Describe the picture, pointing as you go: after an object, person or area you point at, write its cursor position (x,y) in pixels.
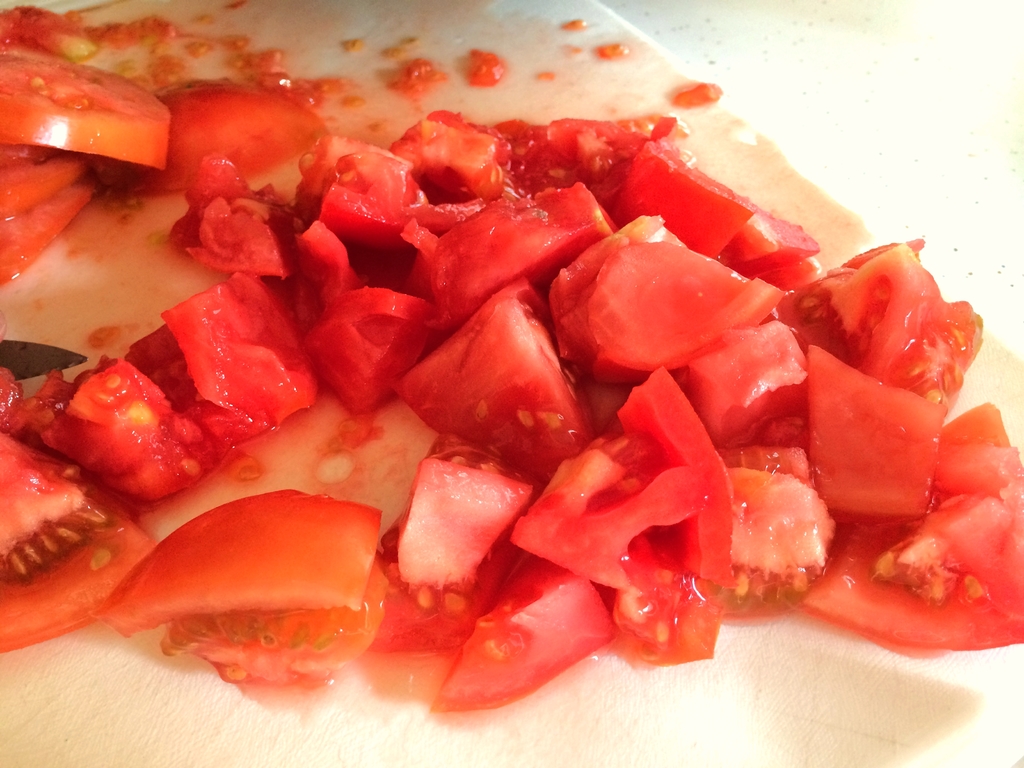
This is the picture of some chopped tomatoes (514,456) on the white color thing (38,689).
